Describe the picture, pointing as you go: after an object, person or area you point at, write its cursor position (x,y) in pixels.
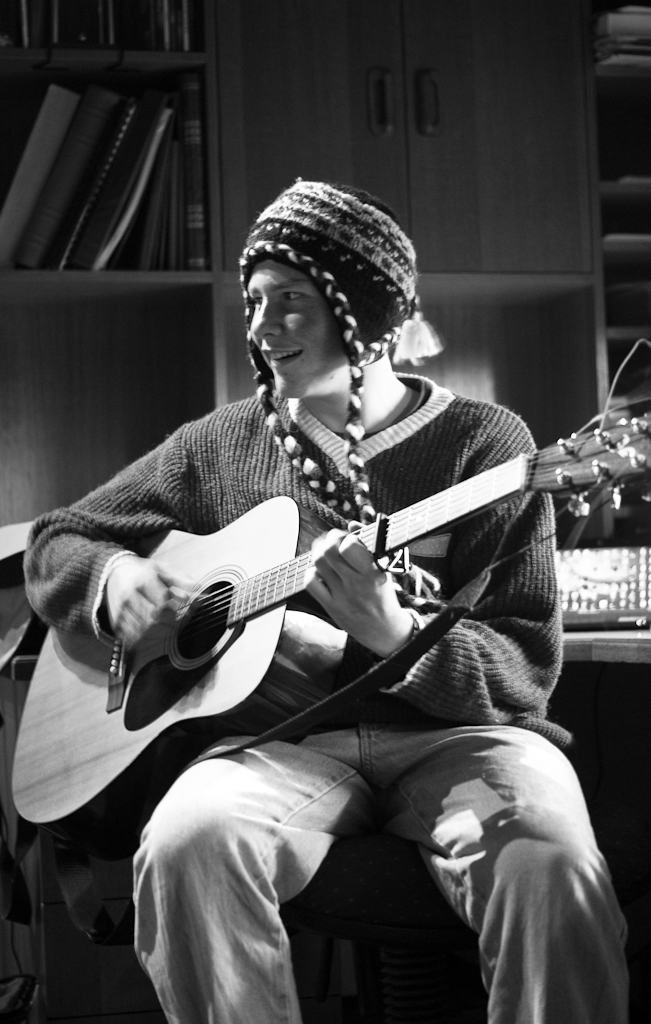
In this image, human (335,609) is playing a musical instrument (241,622), he is smiling. Back Side, we can see a cupboards (230,205) that is filled with some items (88,142). The man (369,369) is sat on the chair (343,887).
